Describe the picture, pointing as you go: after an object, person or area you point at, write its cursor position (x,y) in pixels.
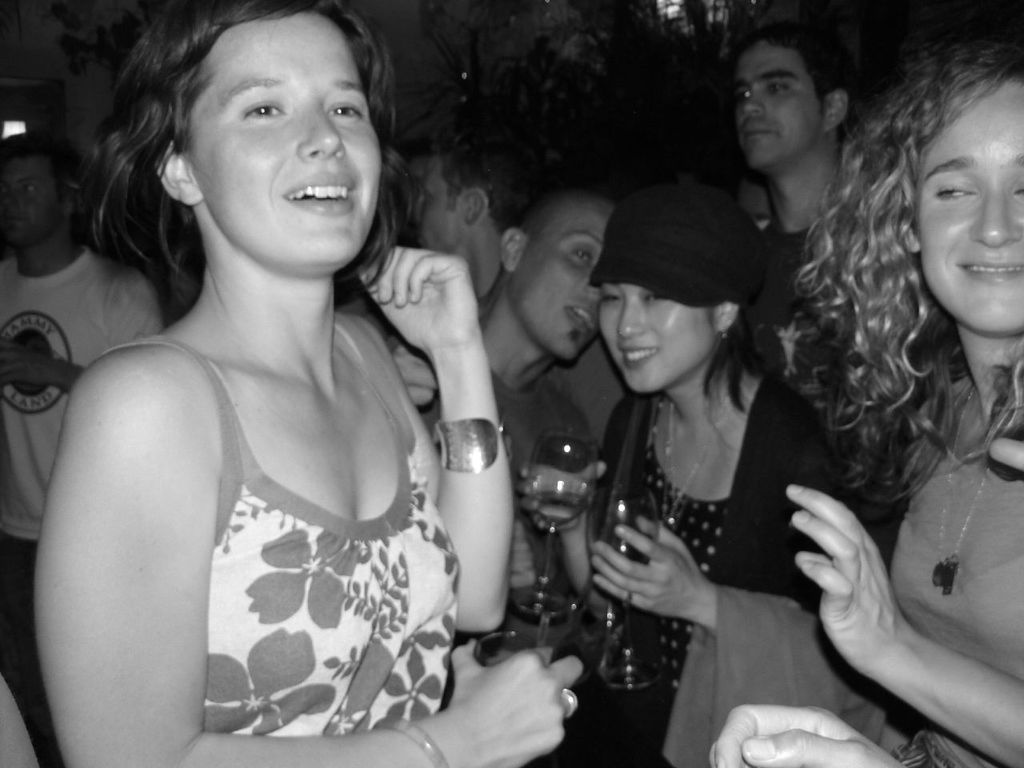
It is a black and white image, it seems to be a party. There are many people (422,372) gathered and some of them are holding glasses (650,525) in their hands (472,690) and enjoying.
